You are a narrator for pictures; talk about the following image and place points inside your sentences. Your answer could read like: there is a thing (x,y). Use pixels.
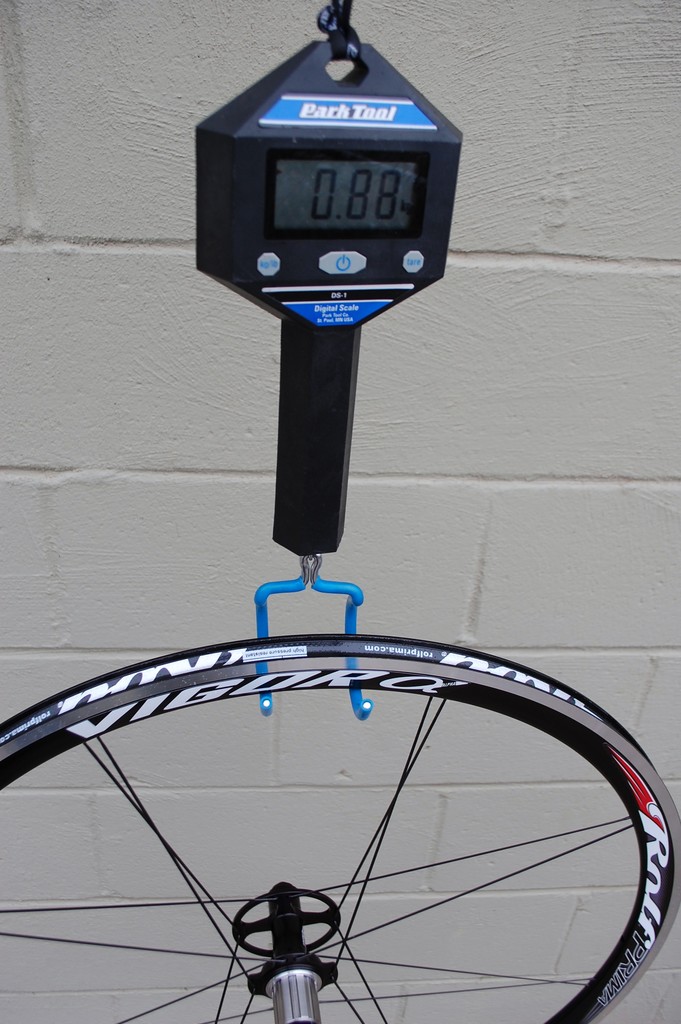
This image consists of a weighing machine (298,414). At the bottom (412,685), there is a wheel (424,719) hanged to a weighing machine (308,403). In the background (433,716), there is a wall (224,589).
